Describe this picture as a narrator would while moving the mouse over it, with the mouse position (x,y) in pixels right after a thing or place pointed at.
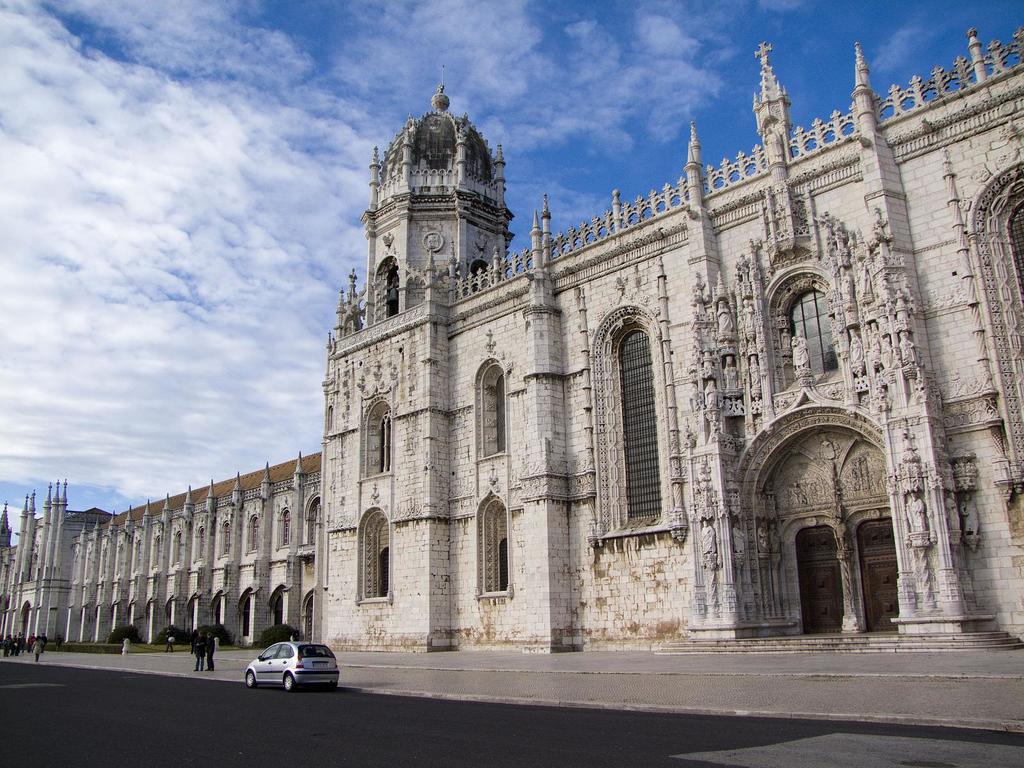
In this image I see the buildings (358,497) and I see the road (228,708) on which there is a car (317,682) over here and I see few people (194,645). In the background (179,130) I see the sky (292,129).
